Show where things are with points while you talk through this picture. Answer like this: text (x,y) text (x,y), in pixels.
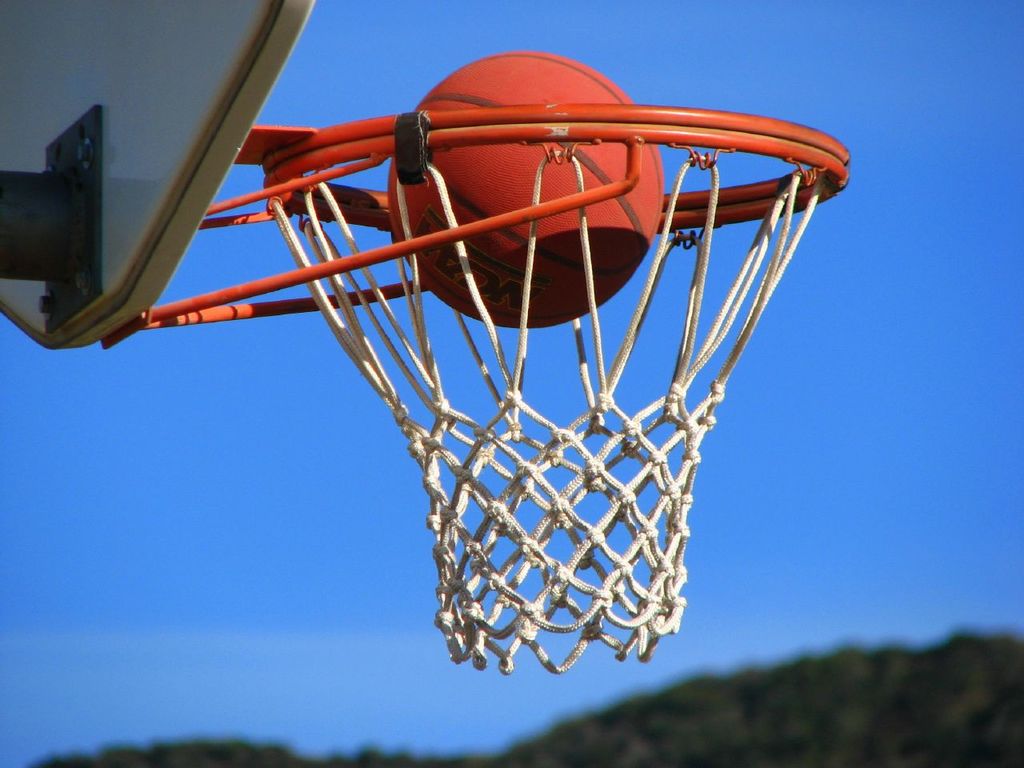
In this image we can see a basketball net (663,242), board (154,281). There is a basketball (480,166). In the background of the image (367,440) there is sky (911,461). At the bottom of the image (656,738) there are trees (743,711).
